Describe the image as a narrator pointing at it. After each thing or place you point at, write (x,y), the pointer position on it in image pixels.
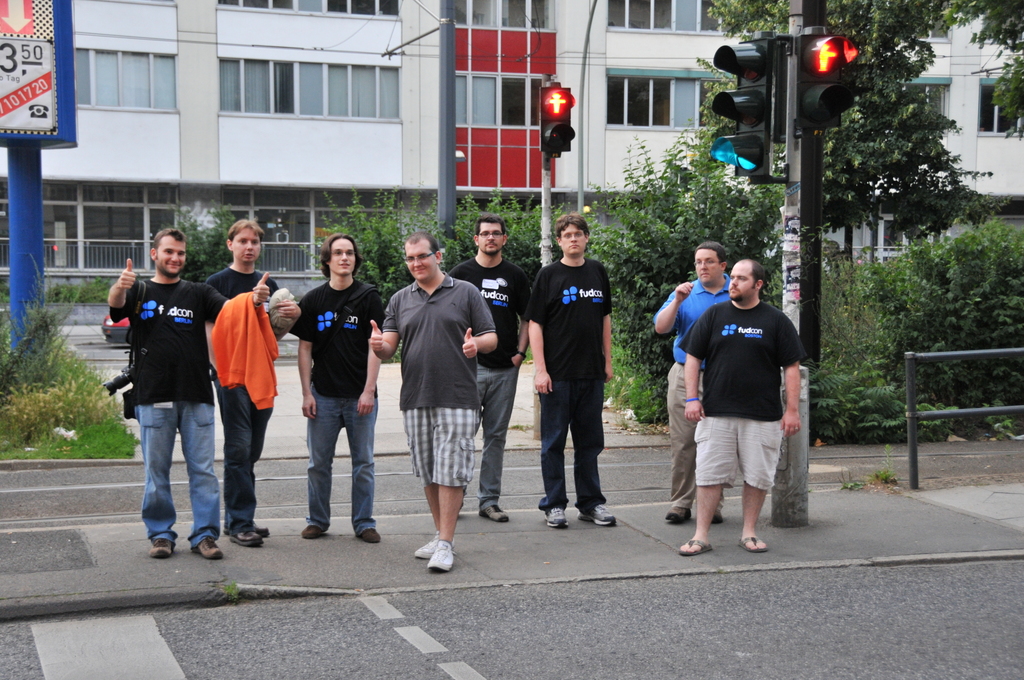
In the image there are few men (446,406) standing on the footpath (557,554) with traffic light (846,96) beside them, in the back (632,168) there is a building (414,84) with trees (534,214) in front of it.
